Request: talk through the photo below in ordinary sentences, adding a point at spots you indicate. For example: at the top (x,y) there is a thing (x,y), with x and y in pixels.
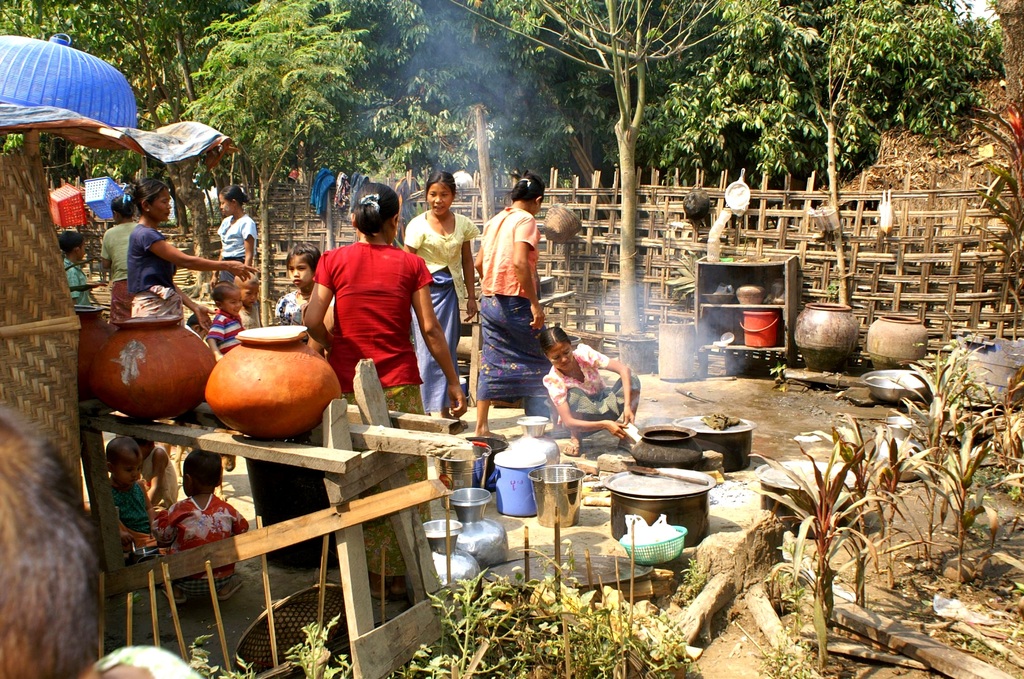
In the image there are many utensils (513,468) and a woman (599,421) is cooking something and behind her there are many people (154,214), there is a fence (670,237) around them and behind the fence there are many trees (683,66).
